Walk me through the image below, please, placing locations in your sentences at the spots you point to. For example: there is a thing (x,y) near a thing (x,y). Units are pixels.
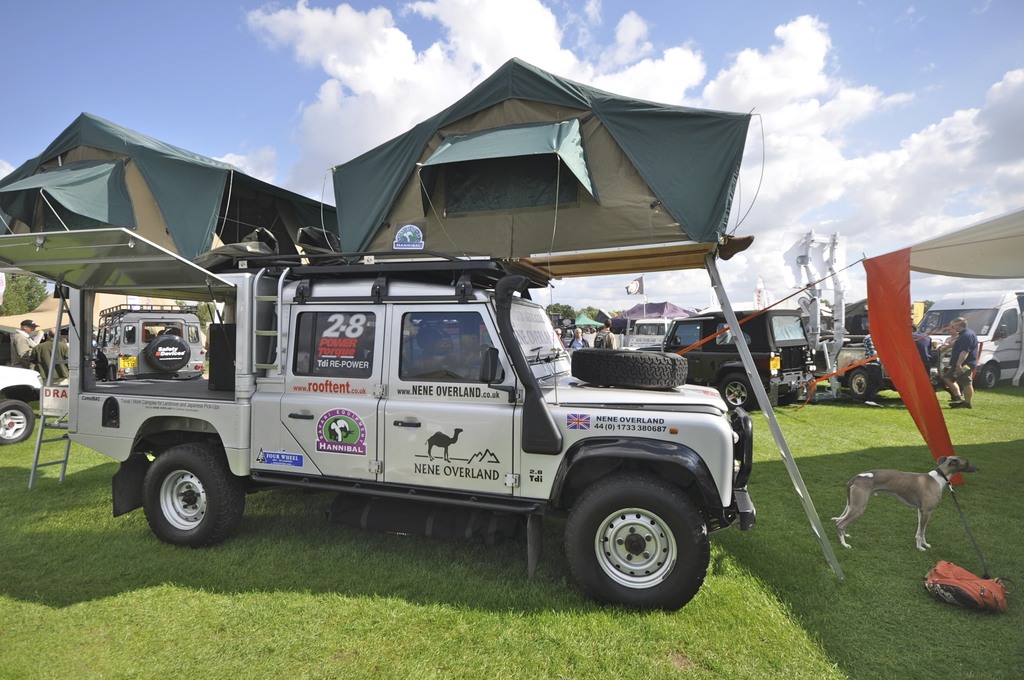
In this image there are vehicles (455,389) on a grassland (750,586) and there is a dog (861,505), in the background (937,361) there are people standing and there is the sky (294,133).
